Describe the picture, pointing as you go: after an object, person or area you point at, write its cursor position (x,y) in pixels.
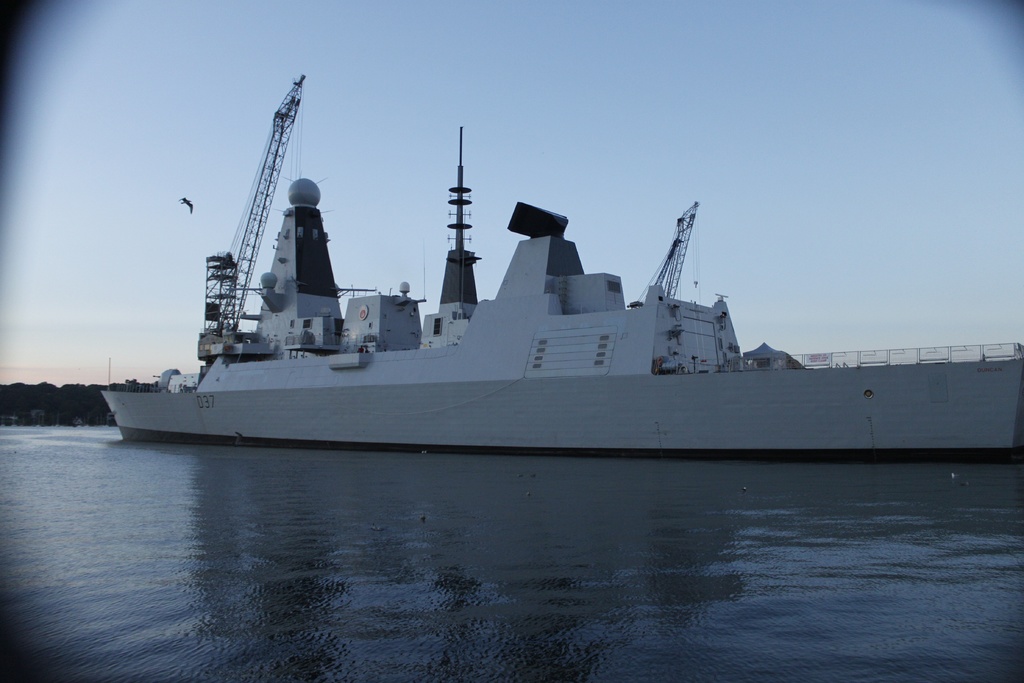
In the center of the image (455,406) there is a ship (413,404) on the water (308,491). In the background (56,403) there are buildings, trees (25,401), bird (182,204) and sky (421,136). At the bottom (364,516) there is a water (557,553).
